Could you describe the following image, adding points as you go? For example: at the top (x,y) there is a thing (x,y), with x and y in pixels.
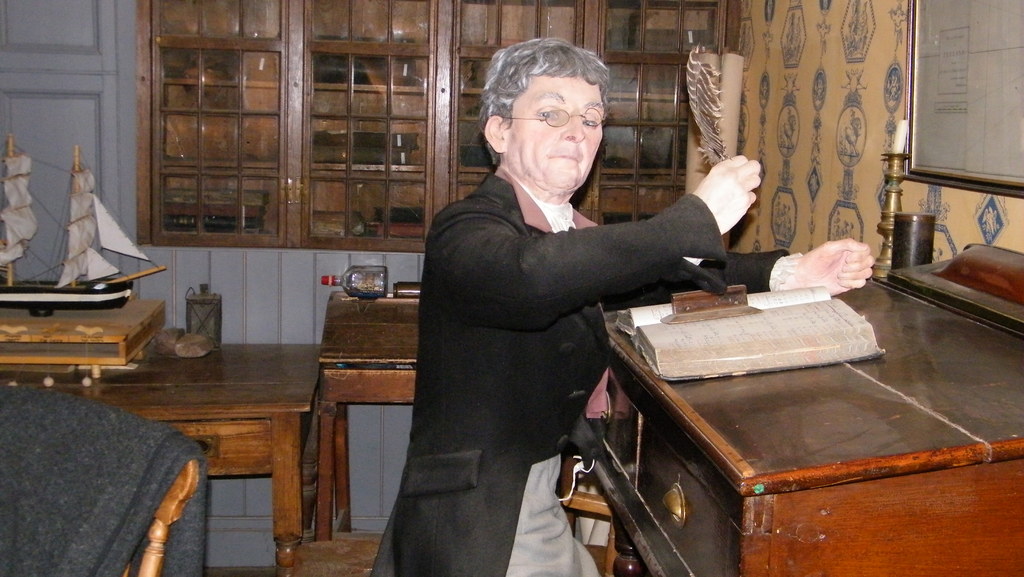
In this picture we can see a man (464,267), in front of him we can see a book (746,361) on the table (792,393), behind to him we can see a miniature (125,280).
